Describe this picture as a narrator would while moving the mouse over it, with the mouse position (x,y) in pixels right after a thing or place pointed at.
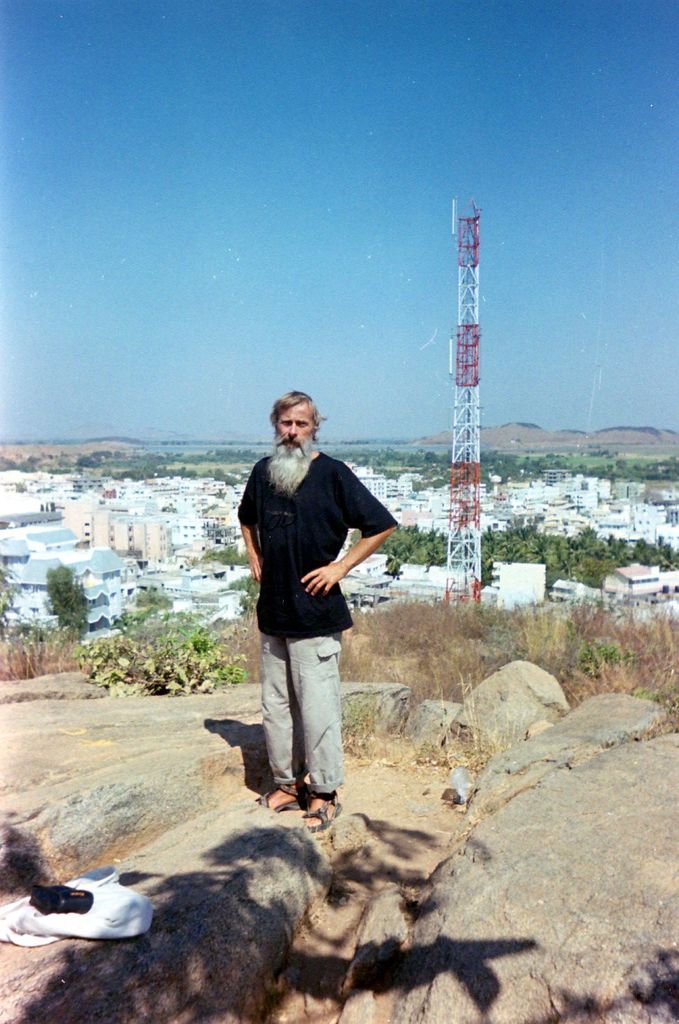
In the image there is a person (307,602) standing on the rocks (246,696), behind the person (275,646) there are trees (244,583), houses (181,567) and a tower (472,469).
